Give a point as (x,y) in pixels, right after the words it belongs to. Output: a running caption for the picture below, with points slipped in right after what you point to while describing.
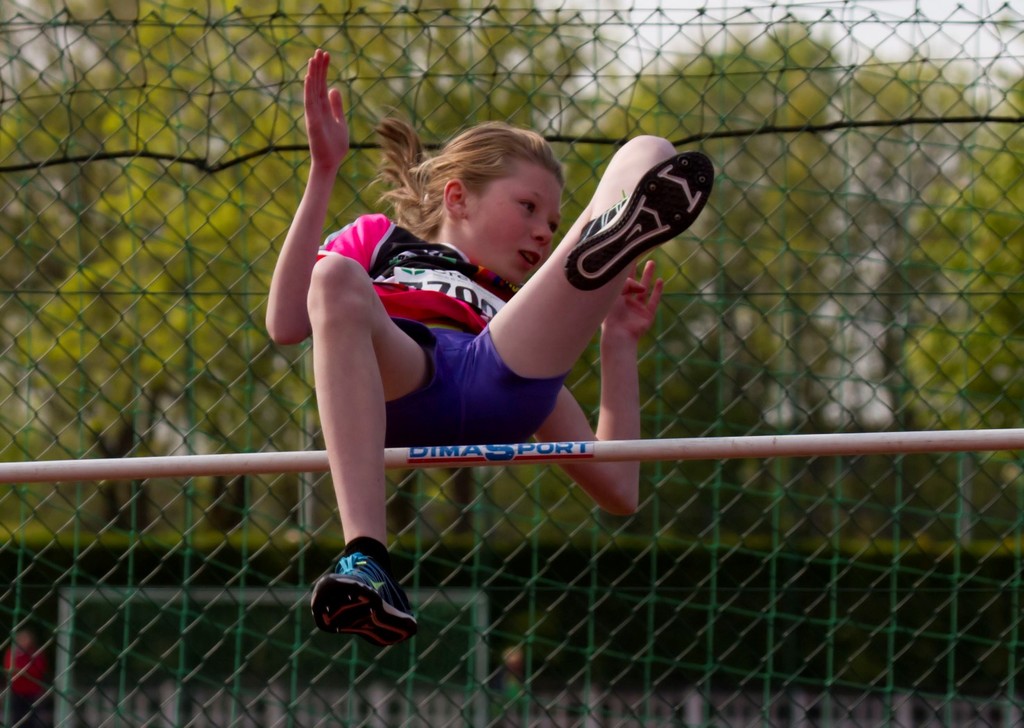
In the foreground of this image (441,350), there is a girl (433,414) jumping over a stick (740,438) and she is in the air. In the background (589,380), there is a fencing (186,357) and behind it there is greenery (158,129) and the sky (858,33).
